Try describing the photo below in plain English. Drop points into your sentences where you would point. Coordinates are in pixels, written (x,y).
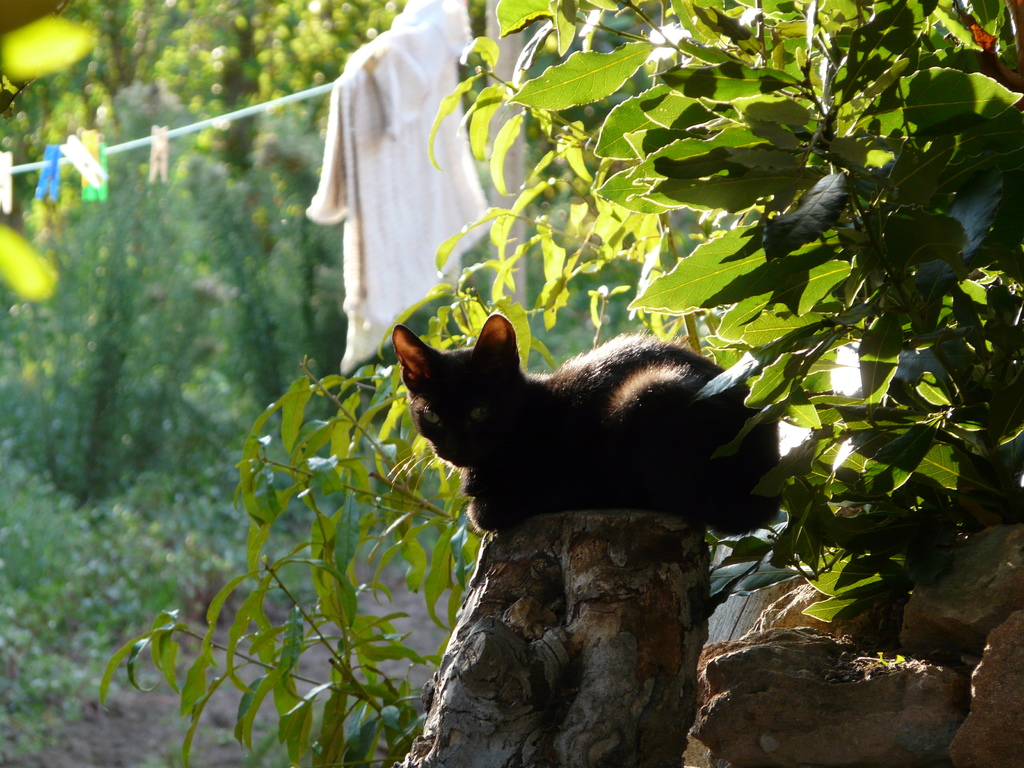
In this picture I can observe black color cat (519,434) in the middle of the picture (570,434). I can observe a cloth (374,99) hanging on the rope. In the background (33,153) there are trees (147,422).
